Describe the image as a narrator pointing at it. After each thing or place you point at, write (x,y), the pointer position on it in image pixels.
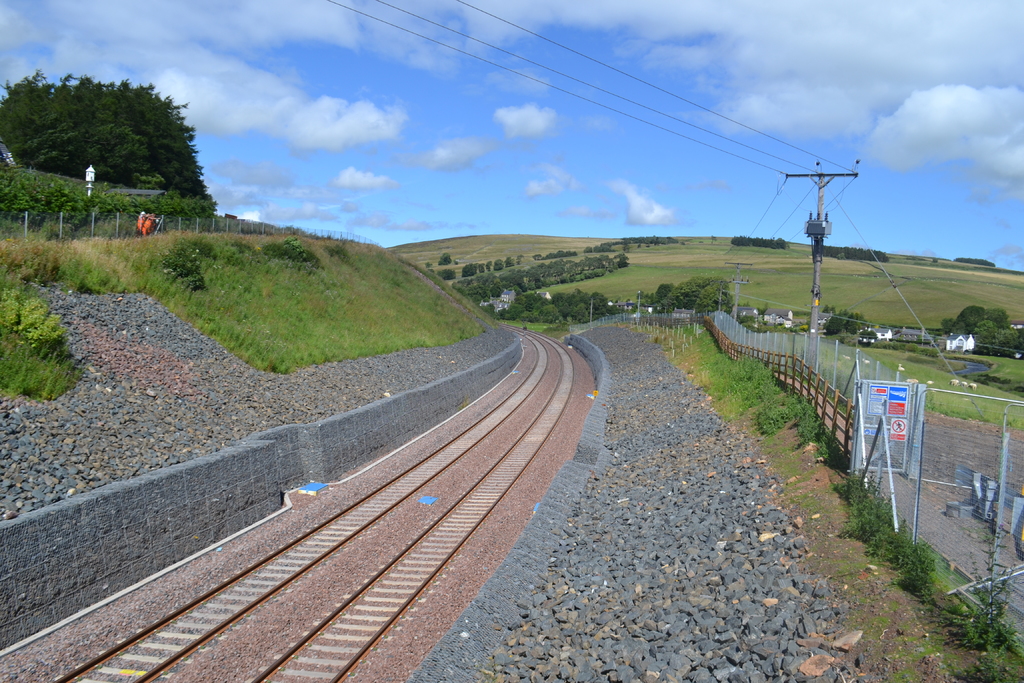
In this image we can see railway tracks (383,575). On the ground (495,435) there are stones (447,478). Also there is grass (260,298). On the right side (765,340) there are railings (783,344). Also there is an electric pole (810,229) with wires (654,125). And there are trees (33,107). In the background (438,107) there is sky (511,74) with clouds (739,90).
